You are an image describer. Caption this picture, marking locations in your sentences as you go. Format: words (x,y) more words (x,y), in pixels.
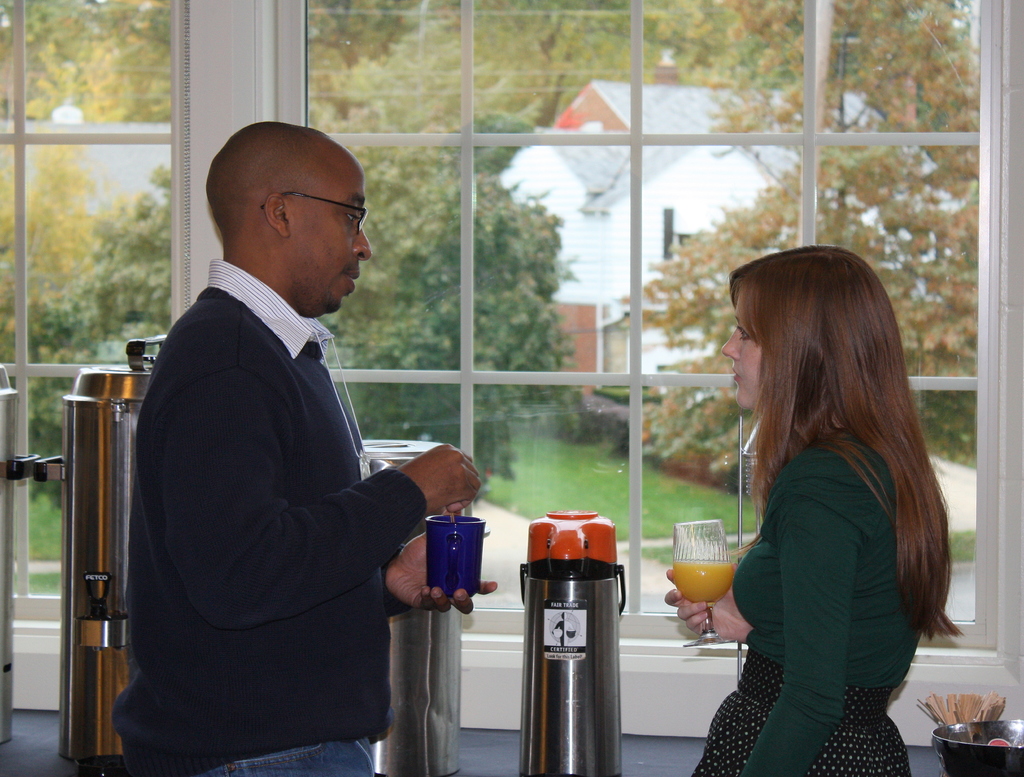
There is a person (185,460) holding a cup (463,531) in his hand (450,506). To the right side of the image (696,568) there is a lady (677,598) holding a glass (707,584) with fruit juice (694,573). In the background of the image (100,712) there are flasks (451,675) on the blue color surface (6,774). There is a bowl (985,774). There is a glass window (429,146) through which we can see trees (425,64), house (570,293) and grass (519,450).
